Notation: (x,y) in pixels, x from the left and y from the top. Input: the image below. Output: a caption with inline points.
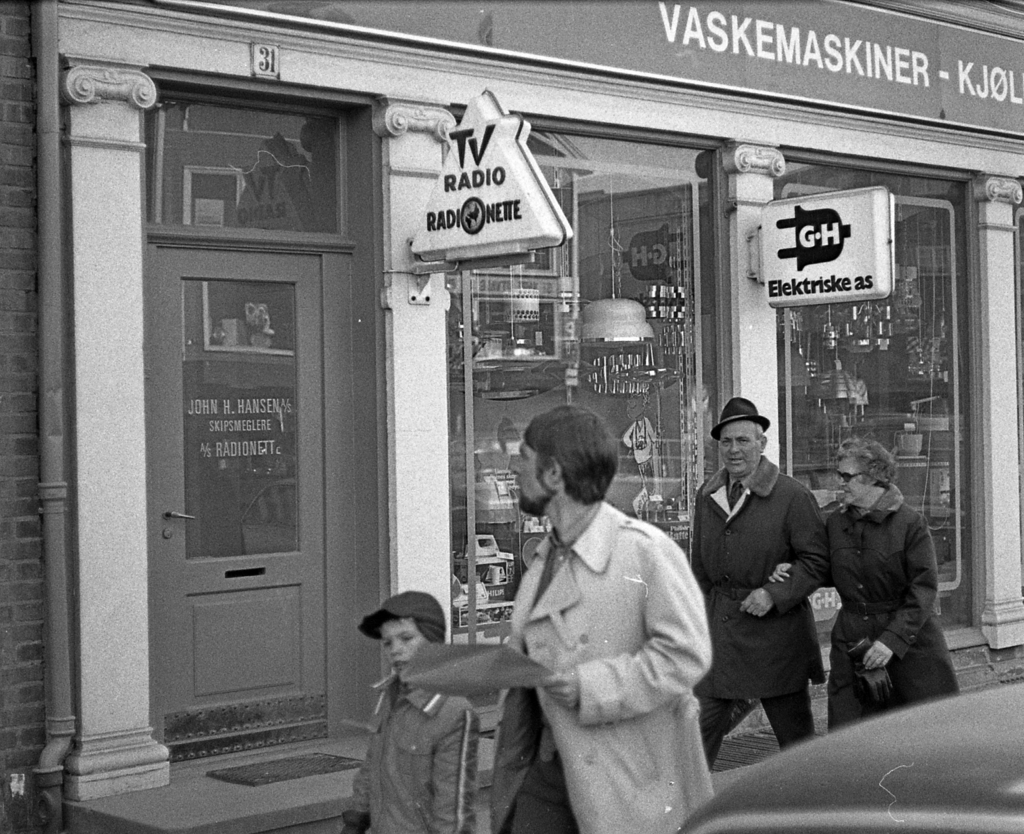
In the center of the image (638,536) we can see people (738,621) walking. In the background (945,566) there is a building (771,320) and we can see boards (457,207). There are pipes (53,825).
